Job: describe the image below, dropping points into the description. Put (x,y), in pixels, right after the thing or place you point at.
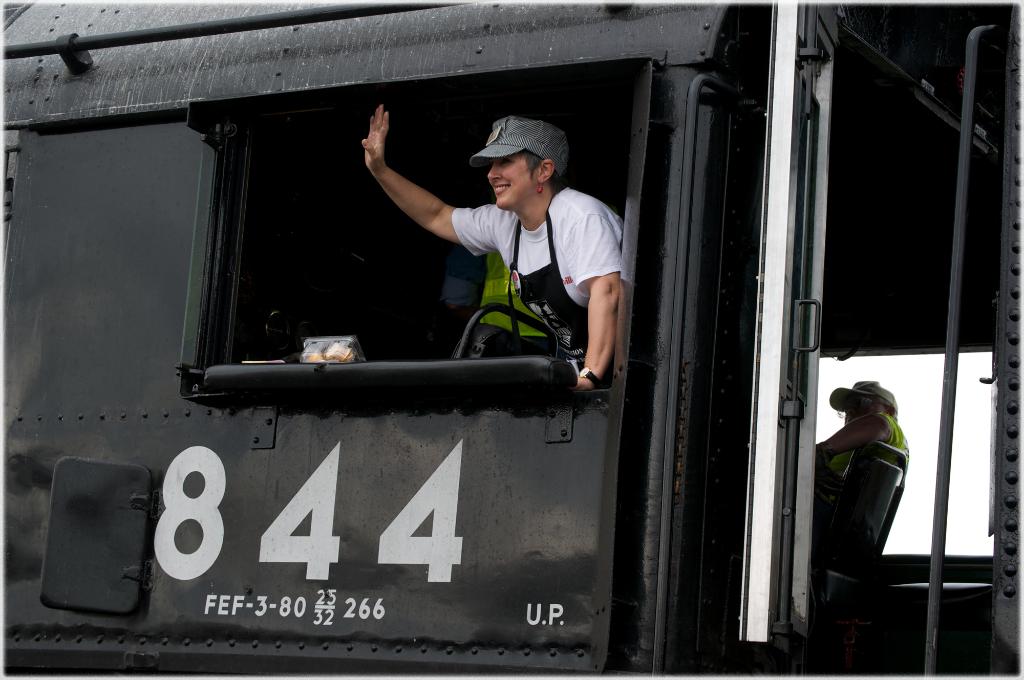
This is a vehicle (552,423). Here we can see a woman (545,264) standing at the window (383,331), a man (833,477) is sitting on the chair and a person (471,277) is standing in the vehicle (780,234). There is an object (332,356) on the window (374,357) and this is sky (991,551).
